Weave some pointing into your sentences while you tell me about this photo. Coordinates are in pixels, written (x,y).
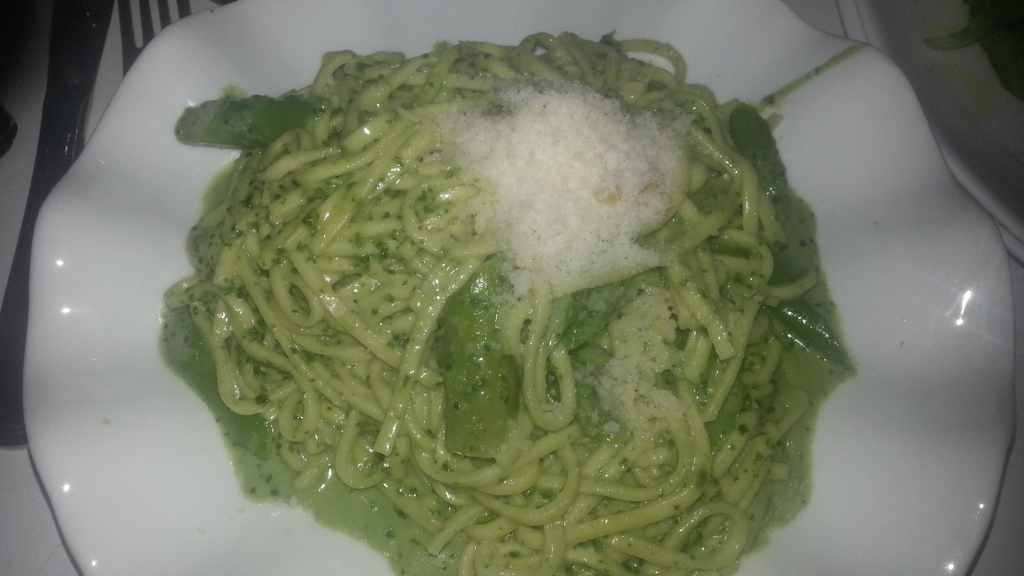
In this image I can see a food item (704,340) on a plate (754,32) on a table (23,78).
